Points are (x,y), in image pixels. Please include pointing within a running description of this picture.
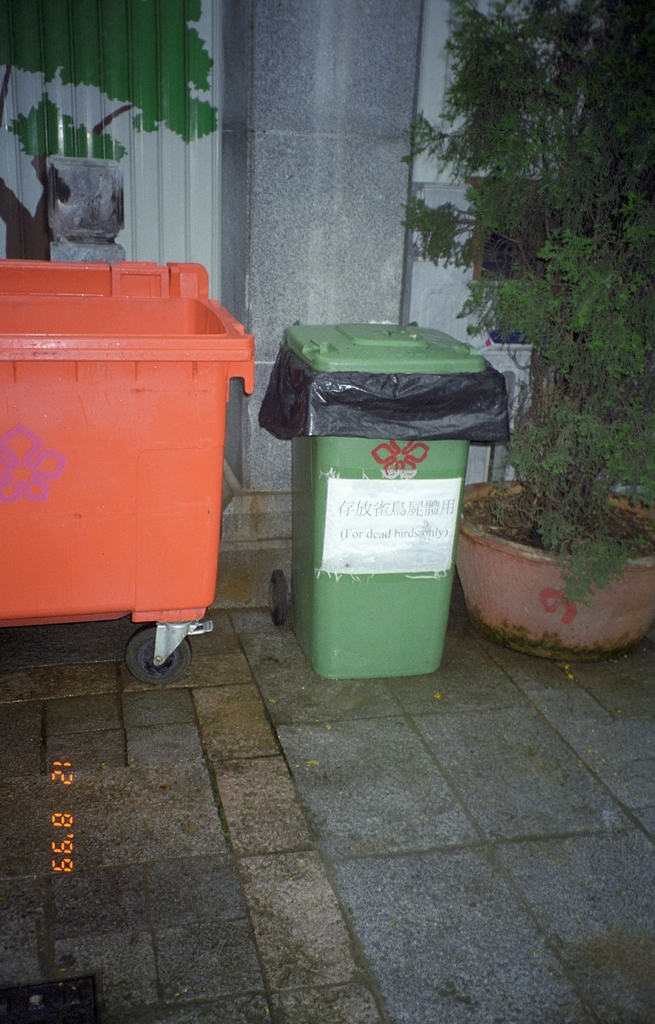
In this picture we can see a dustbin (372,591) and in the dustbin (353,513) there is a black polyethylene cover (346,405) and on the left side of the dustbin (351,462) there is an orange container (118,455) with a wheel (138,666). On the right side of the dustbin (360,507) there is a plant (562,490) in the pot (527,587). Behind the dustbin (417,447) there is a wall (301,72) and on the image there is a watermark (68,851).
